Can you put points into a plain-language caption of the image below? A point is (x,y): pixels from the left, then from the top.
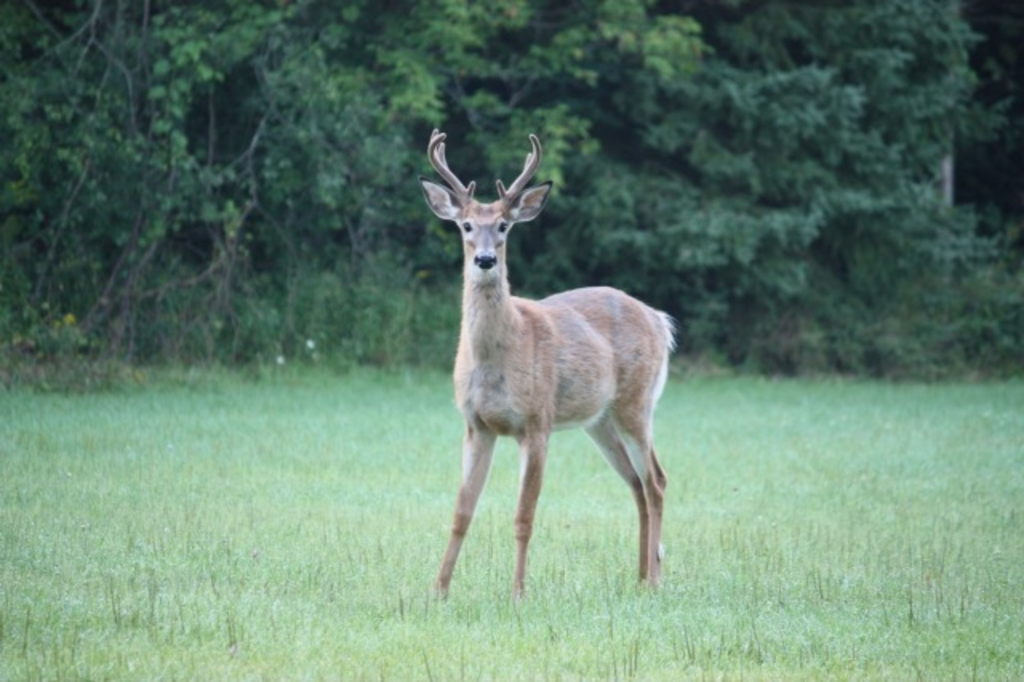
In this picture we can see a deer (541,346) is standing in the middle (487,299), at the bottom (650,615) there is grass (666,596), in the background (684,352) we can see trees (416,90).
